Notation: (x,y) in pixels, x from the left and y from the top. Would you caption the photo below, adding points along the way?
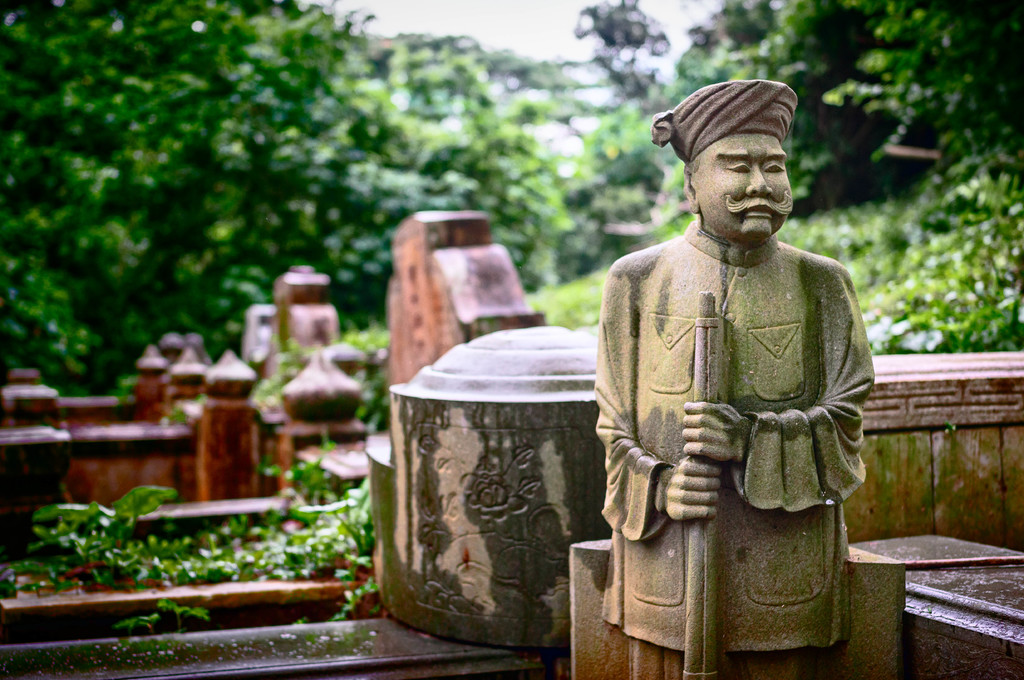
In the picture we can see a sculpture (645,456) of a man (778,487) holding a stick (690,602) and standing, and behind the sculpture (757,566) we can see some historical walls (475,588) and some plants (360,555) and in the background (588,294), we can see a grass surface (601,282) and on it we can see some plants (346,289) and trees (414,150).
